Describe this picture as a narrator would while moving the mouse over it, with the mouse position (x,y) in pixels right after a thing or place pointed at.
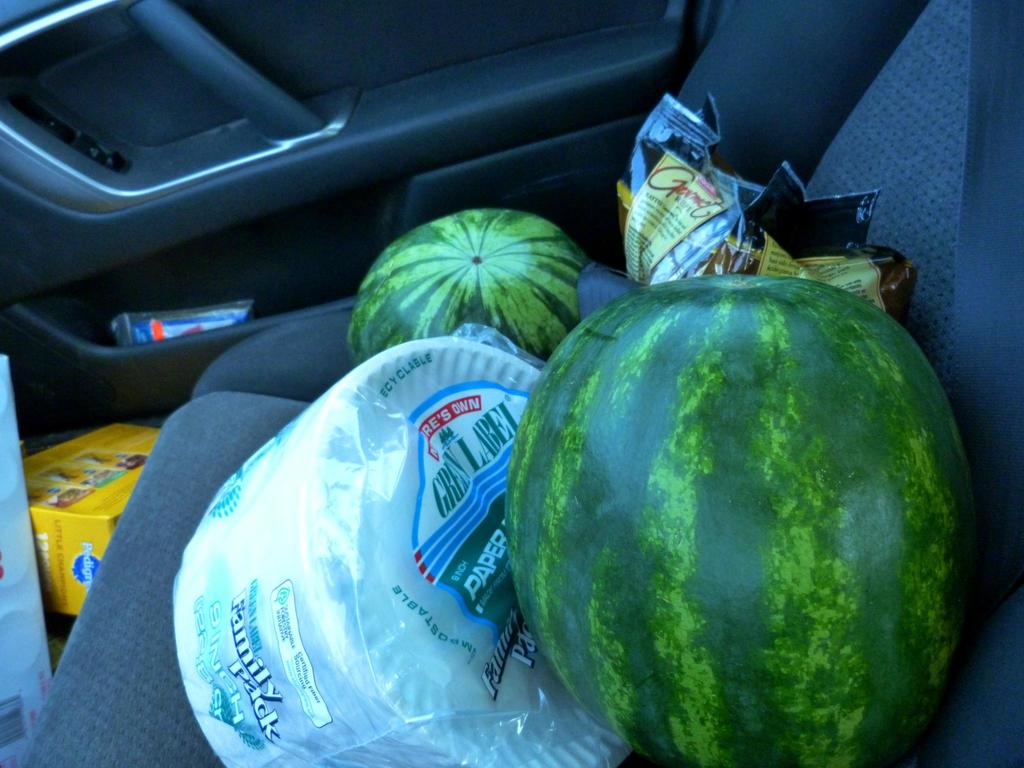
Inside a car (312,357), on the seat (315,369) there are two watermelons (523,322) and some other groceries (358,563) are kept.
